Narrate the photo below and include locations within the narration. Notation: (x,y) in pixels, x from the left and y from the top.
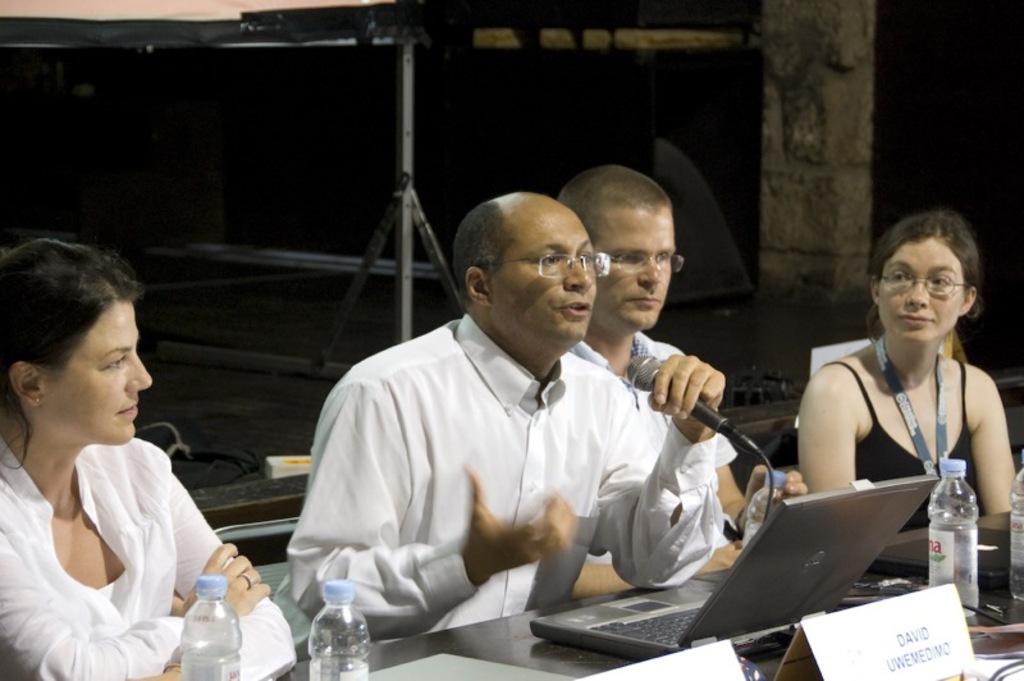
In this picture, we see four people (50,467) sitting on chair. Among them, two are men (463,485) and the remaining two are women (817,377). The man (554,412) in the middle (539,412) wearing white shirt (464,437) is holding microphone (651,368) and he is talking on it. He is even wearing spectacles (543,264). Woman (104,429) on the left corner (152,527) wearing white shirt (132,491) is looking the man (551,429) who is talking. Woman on the right corner (902,381) is wearing ID card (898,403). In front of them, we see a table (521,638) on which laptop (776,574), water bottle (952,562), name tag (910,616) is placed on it.
